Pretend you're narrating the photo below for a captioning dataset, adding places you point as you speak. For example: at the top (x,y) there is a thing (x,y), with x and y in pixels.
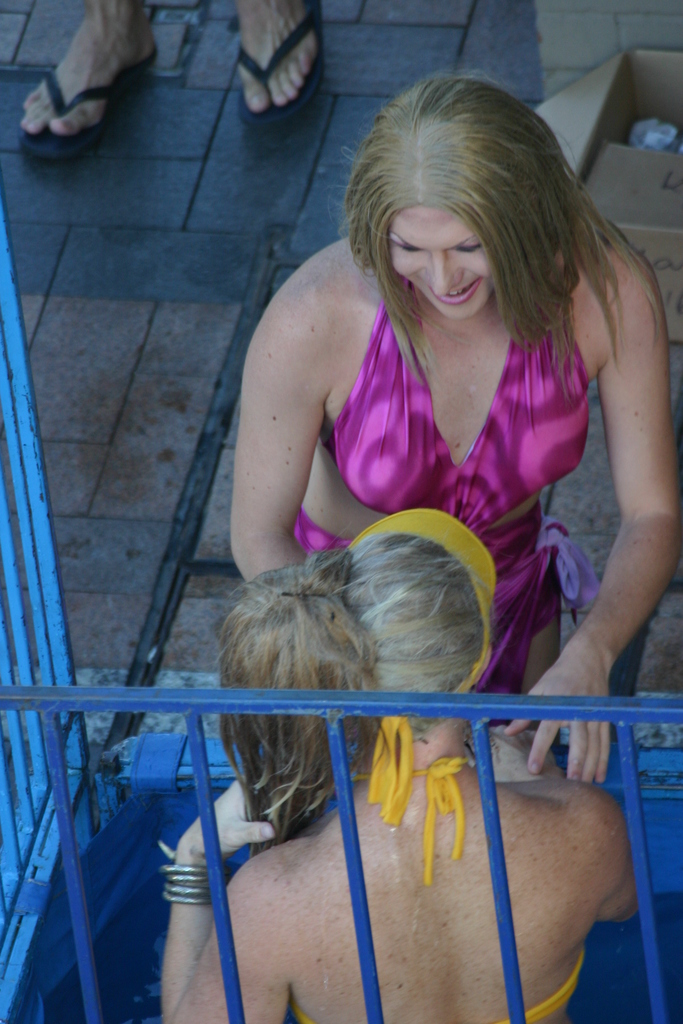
In this picture there are two girls (343,502) standing in front (463,830) smiling and discussing something. Behind there is a man (52,109) standing on the cobblestone (101,232). In the front (83,905) bottom side there is a blue color railing pipes (9,981).
